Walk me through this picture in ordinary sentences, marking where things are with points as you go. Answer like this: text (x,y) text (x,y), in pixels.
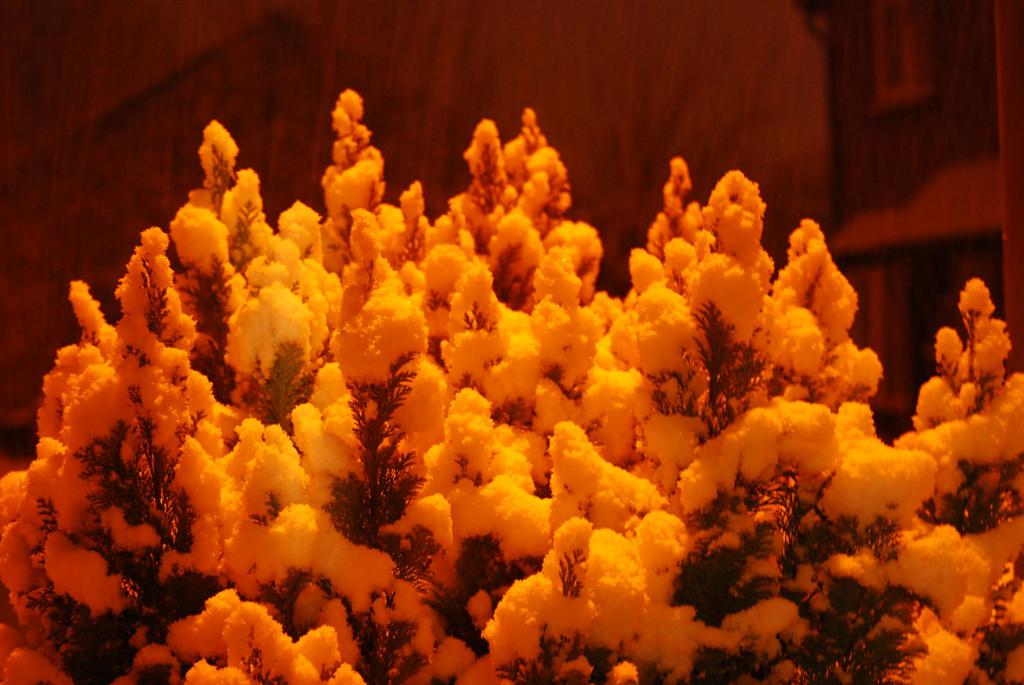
In this image, I can see a tree (129,501), which is covered with a snow (640,645). The background (905,113) looks blurry. I can see the leaves (379,473).
